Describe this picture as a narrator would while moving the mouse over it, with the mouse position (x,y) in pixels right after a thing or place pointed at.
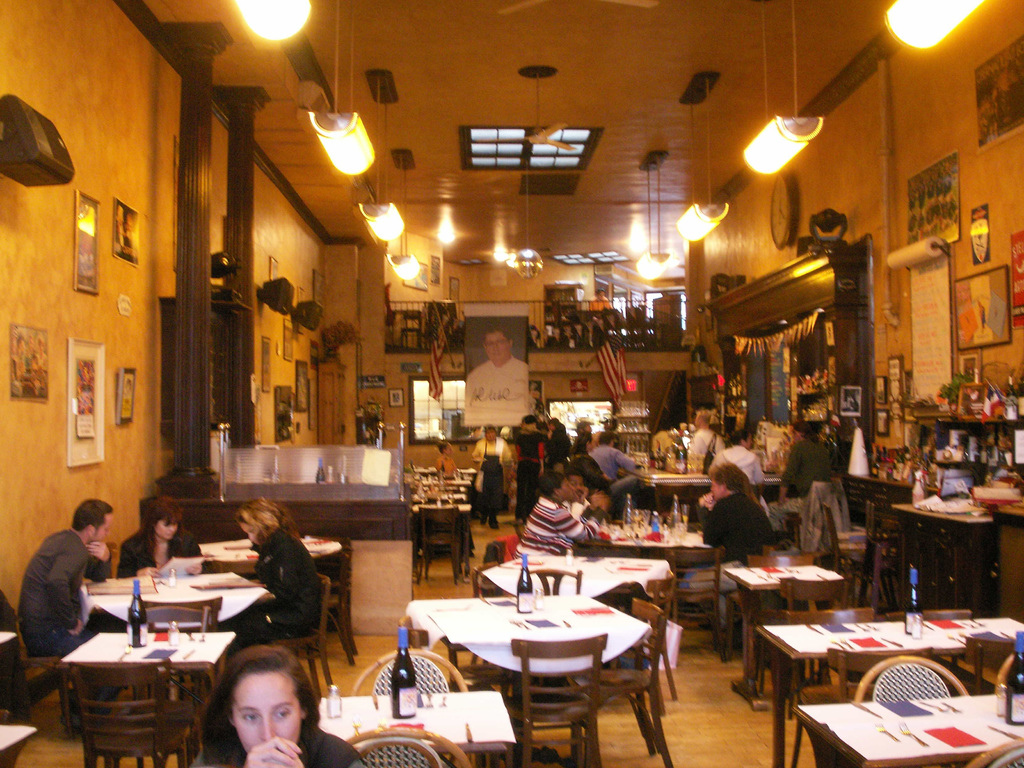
In A room (244,585) there are many table (617,586) and chairs (522,652). And many people (738,496) are sitting and some are standing. To the left side wall (115,258) there are five frames (131,235) and a speaker (65,160) and two pillars (204,181). And to the right side (925,428) there are frames (977,410), posters (925,336), clock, cupboards (983,428) with bottles (926,471). In the middle (525,340) there is a frame (524,352) and flag (603,356). On the top (353,161) there are lights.
